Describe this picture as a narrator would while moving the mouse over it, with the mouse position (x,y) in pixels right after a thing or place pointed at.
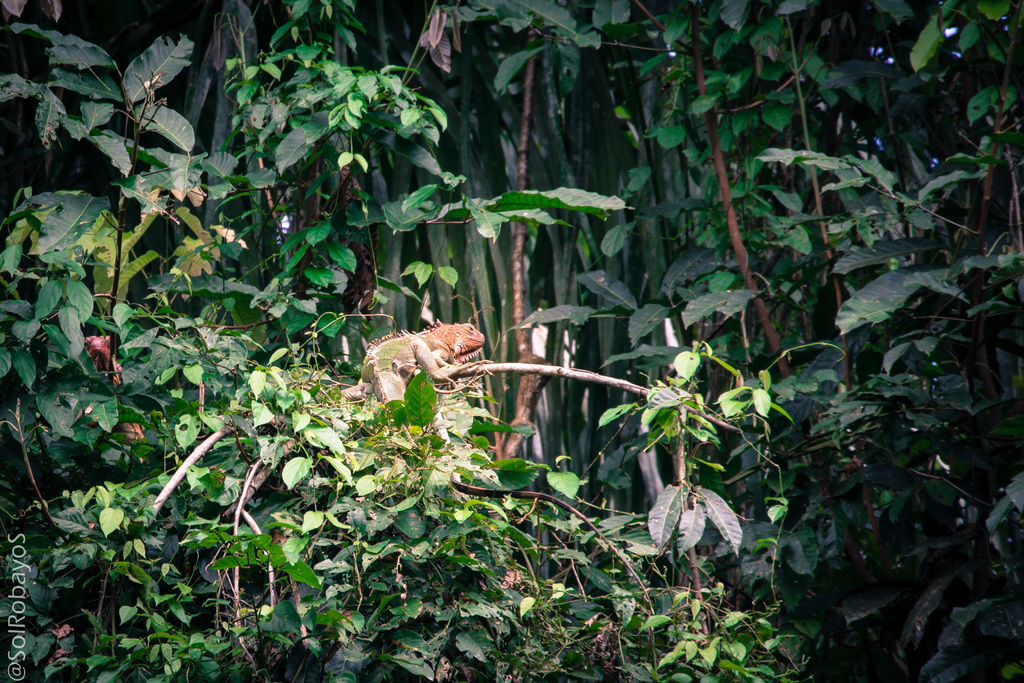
In the image there are a lot of plants (116,485) and there is a reptile (402,365) on one of the branch (494,367) of the plants (472,411).
